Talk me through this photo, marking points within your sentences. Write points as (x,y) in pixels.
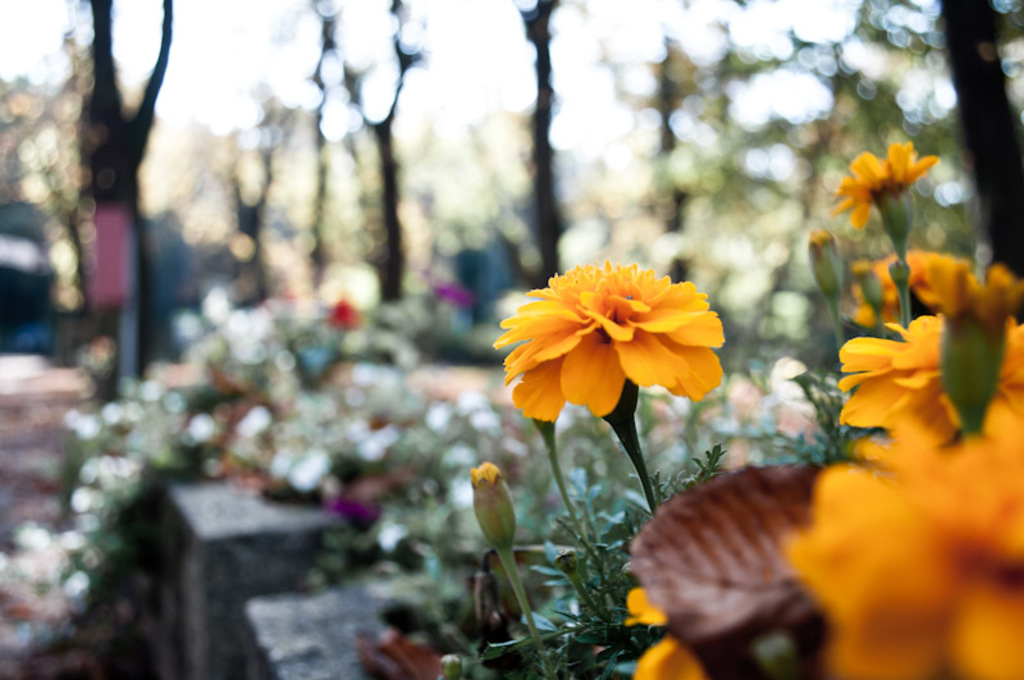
In this picture, we can see plants (951,361), flowers (896,415), and the blurred background (76,419).
